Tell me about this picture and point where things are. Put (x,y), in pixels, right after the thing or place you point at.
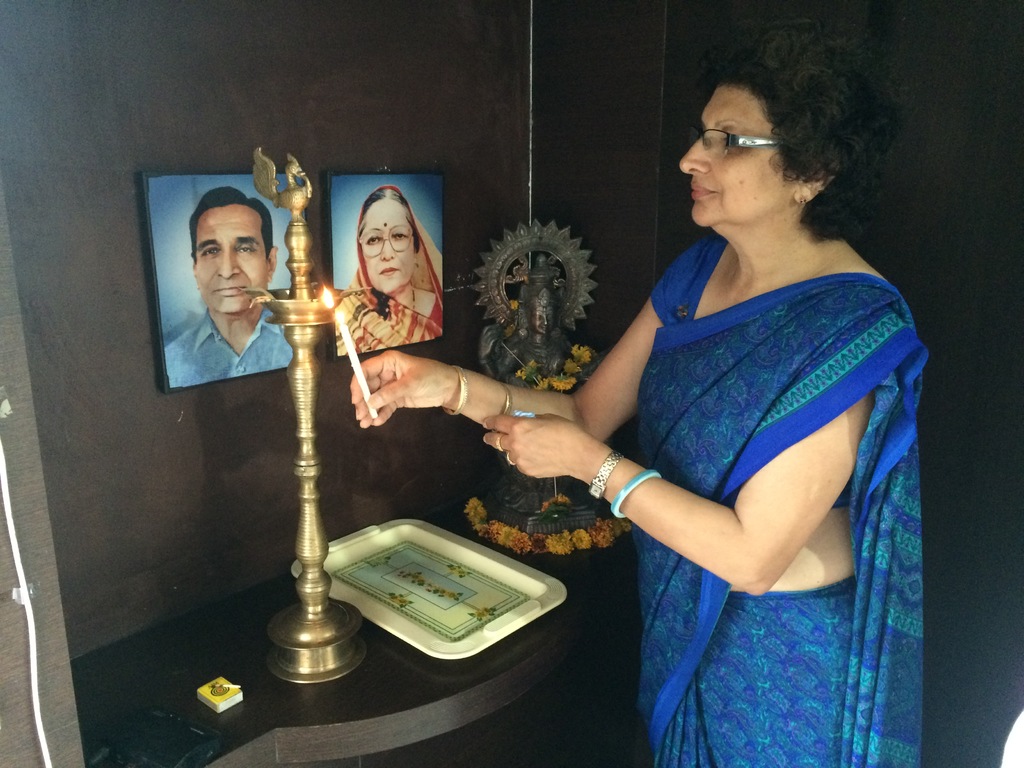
In this image we can see a woman (893,406) holding the candle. We can also see an idol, flowers (607,534), plate (445,545) and a matchbox (219,700) on the counter (561,627). We can see the photo frames (216,231) attached to the wall (461,295). We can also see an object (294,318) on the counter (371,688).
